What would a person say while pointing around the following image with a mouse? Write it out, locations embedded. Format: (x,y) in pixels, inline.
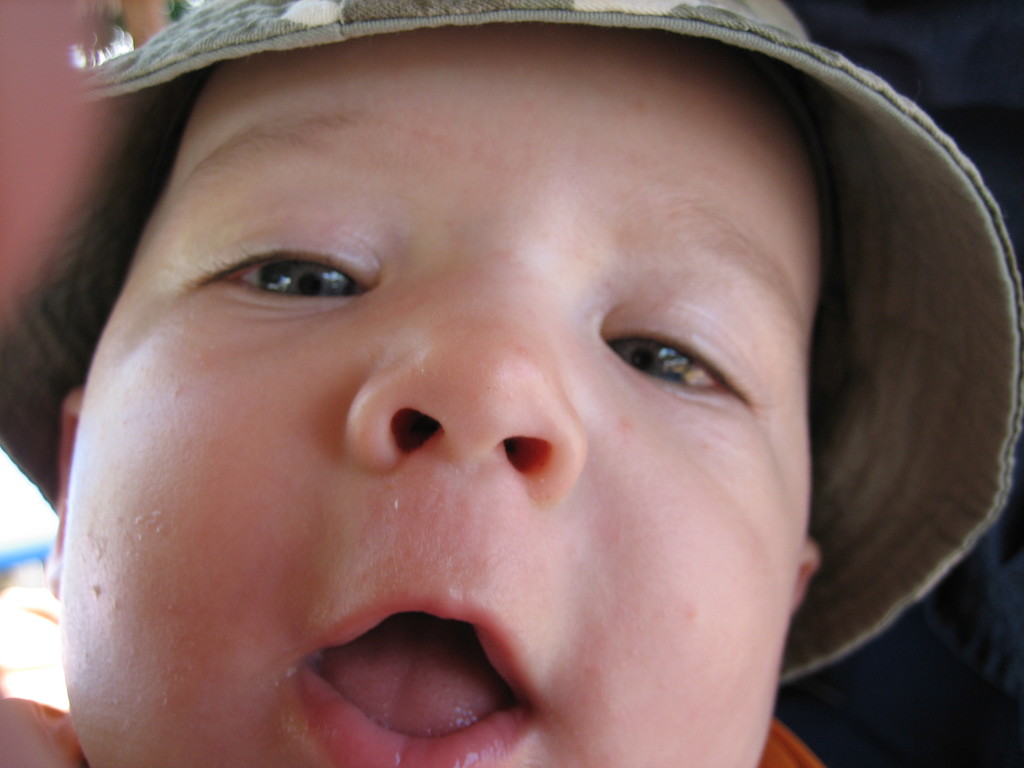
In the picture we can see a small baby (635,501) wearing a hat (853,580) and opening the mouth (461,625).
